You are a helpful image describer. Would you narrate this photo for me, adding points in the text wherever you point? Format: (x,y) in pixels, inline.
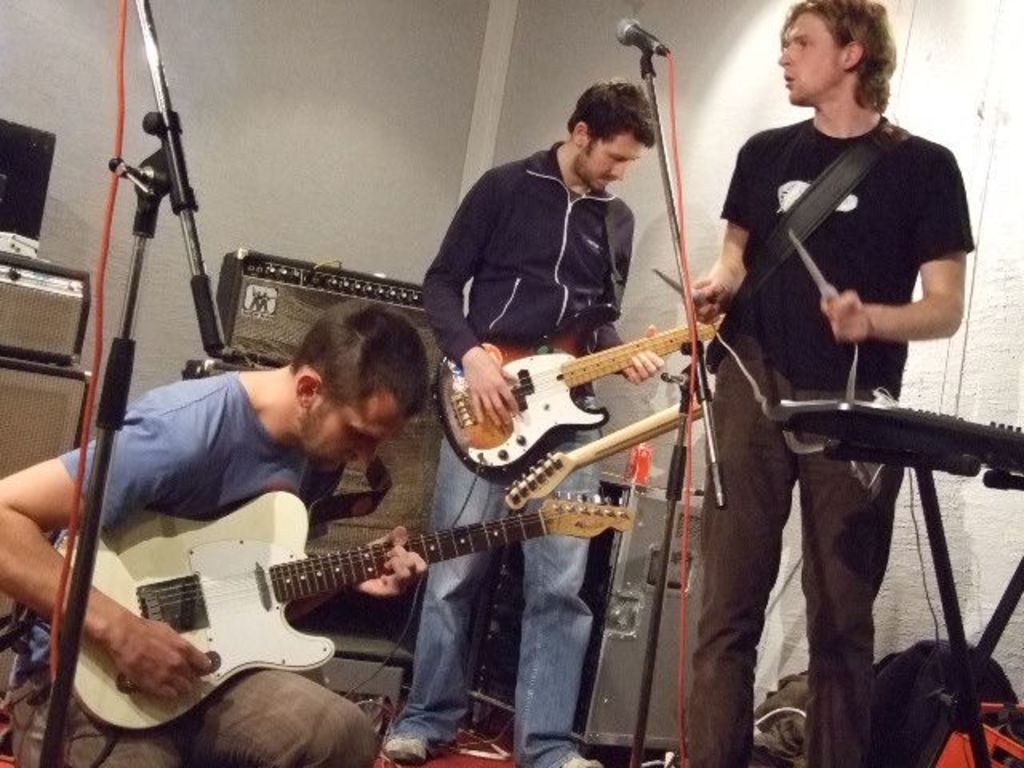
In this image, There are some people (774,335) standing and they are holding some music instruments (571,425) and there are some microphones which are in black color and in the background (306,253) there is a white color wall (357,47).
